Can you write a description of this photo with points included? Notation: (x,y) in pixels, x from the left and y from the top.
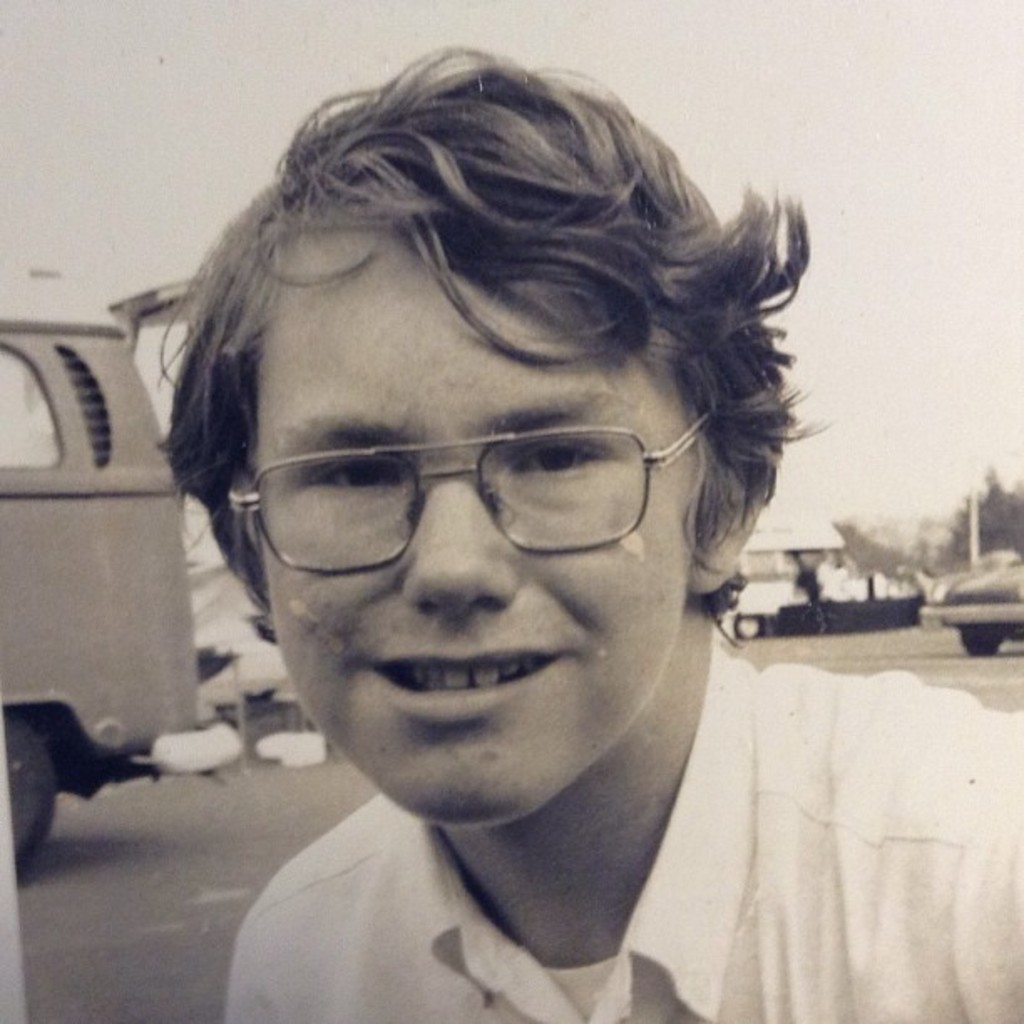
This is a black and white image. There is a person (532,719) in the middle (506,629). He is wearing specs (275,514). There are some vehicles (41,431) behind him.
